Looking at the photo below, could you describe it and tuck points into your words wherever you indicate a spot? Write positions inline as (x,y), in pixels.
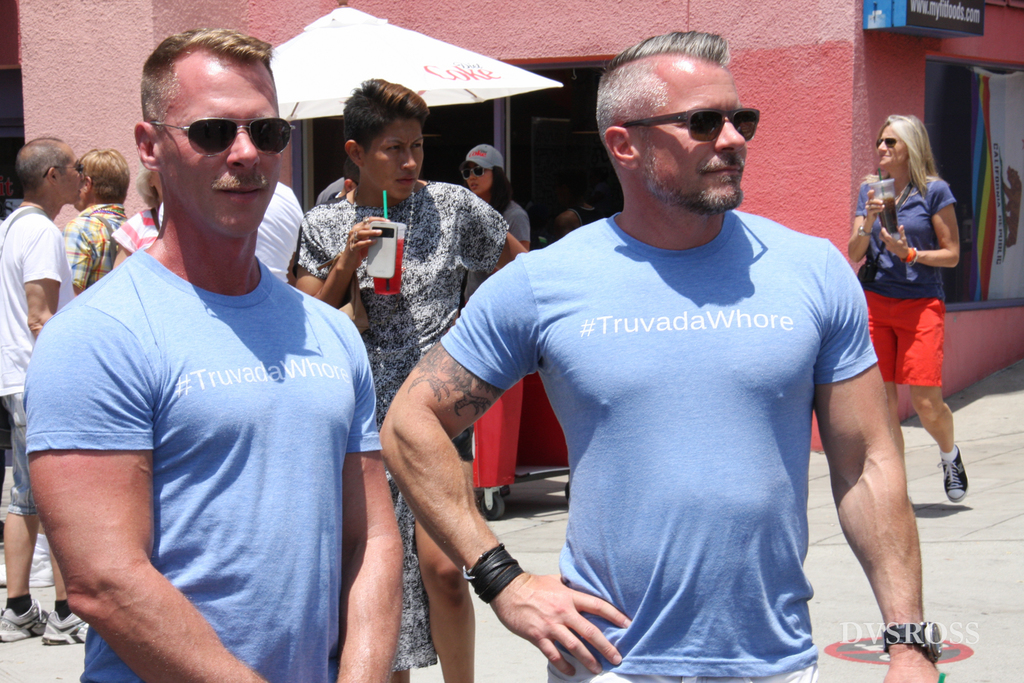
In this picture we can see a group of people (440,306) standing on the ground (956,550) where two men (185,106) wore goggles (723,114) and smiling and two people (524,249) holding glasses (402,234) with their hands (867,209) and in the background (362,35) we can see an umbrella (390,56), walls (482,40), curtain (981,153), window (960,121), name board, cap (489,168).
